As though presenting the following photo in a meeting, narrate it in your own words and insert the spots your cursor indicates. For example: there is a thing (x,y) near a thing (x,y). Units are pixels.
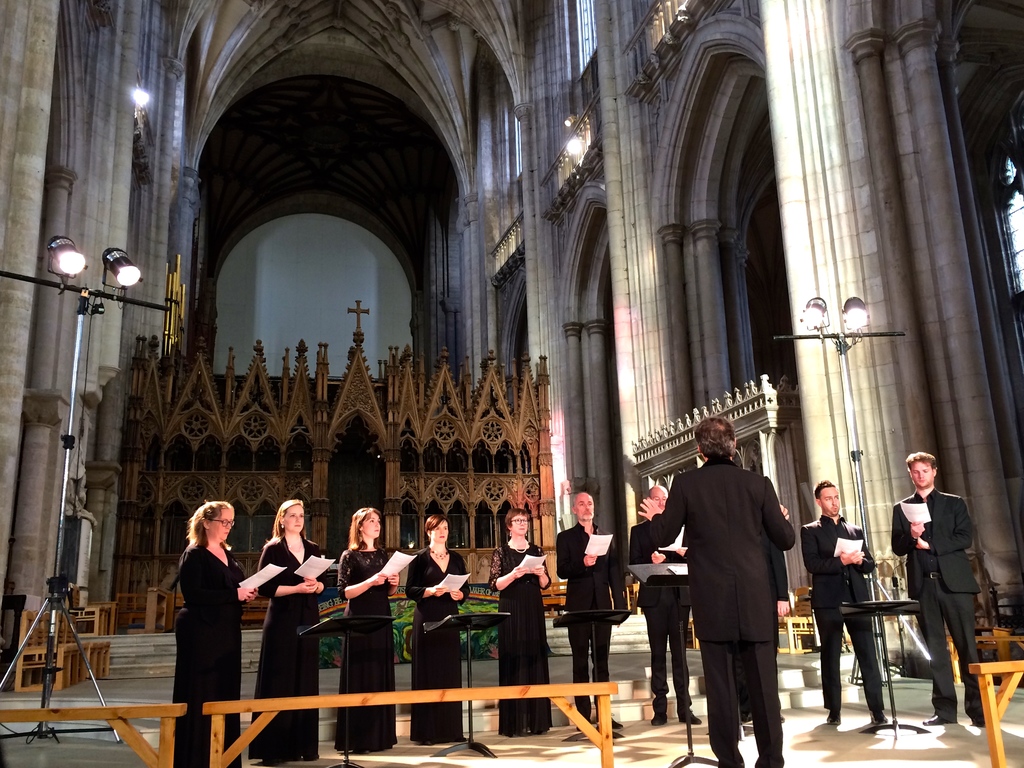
In this image there are some persons (765,559) standing in the bottom of this image (586,632) is wearing black color dress (420,629) and holding some papers (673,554). There is a light stand (74,387) on the left side of this image (74,370) and there is a wall (389,295) in the background (441,277).
